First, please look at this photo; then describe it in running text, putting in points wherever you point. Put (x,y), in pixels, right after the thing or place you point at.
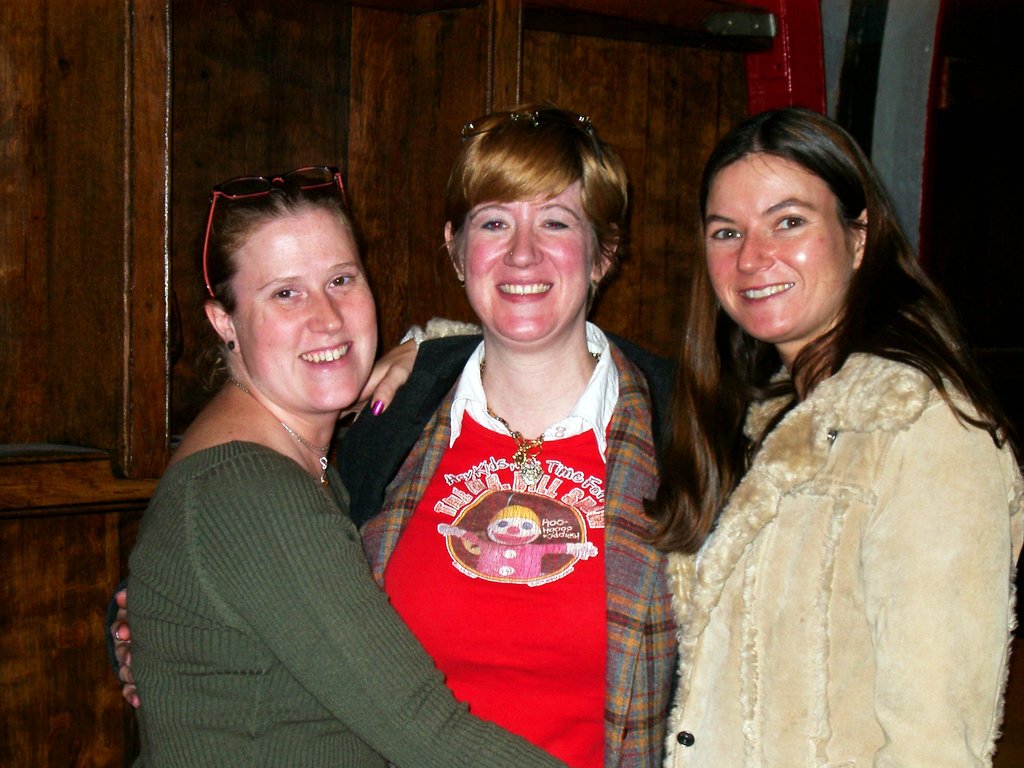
In this image, we can see people (432,464) standing and smiling and in the background (174,107), there is a wall (692,71) and we can see some objects (817,61).
